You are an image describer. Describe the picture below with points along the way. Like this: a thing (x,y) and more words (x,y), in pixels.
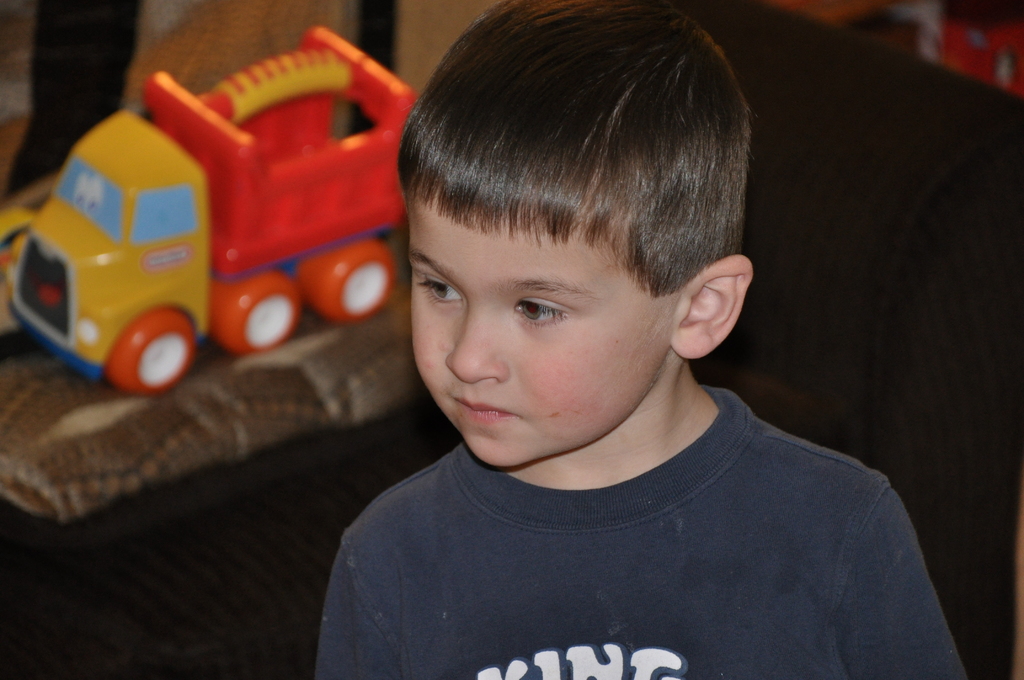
In this image in front (693,422) there is a boy (680,465). Behind him there is a toy (138,274) on the cloth (160,442). At the bottom of the image (142,603) there is a couch (127,605). On the right side of the image (979,69) there are toys (966,72).
